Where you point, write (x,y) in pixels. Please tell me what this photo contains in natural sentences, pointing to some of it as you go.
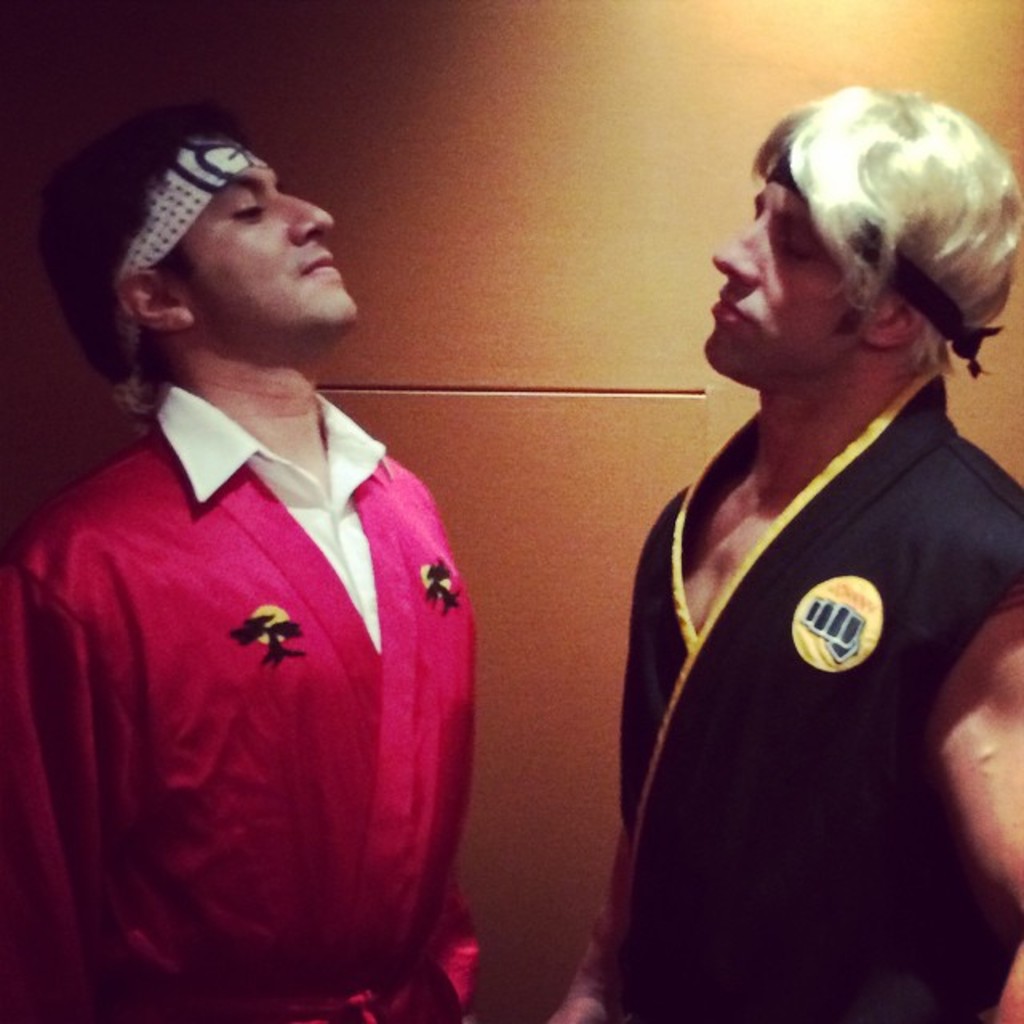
In this picture we can see two persons (829,625) standing. In the background (593,135) it is wall (504,335).
